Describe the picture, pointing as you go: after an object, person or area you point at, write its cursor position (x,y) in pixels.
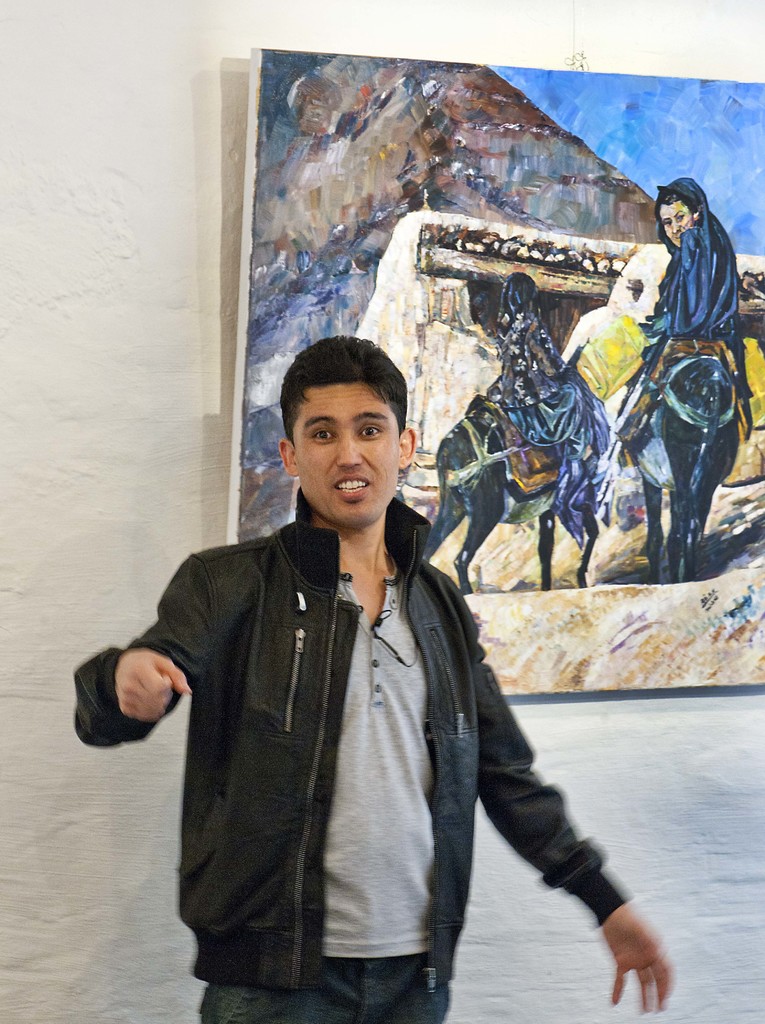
Here we can see a man (439,921). In the background (144,114) there is a wall (100,344) and a painting (613,501).
